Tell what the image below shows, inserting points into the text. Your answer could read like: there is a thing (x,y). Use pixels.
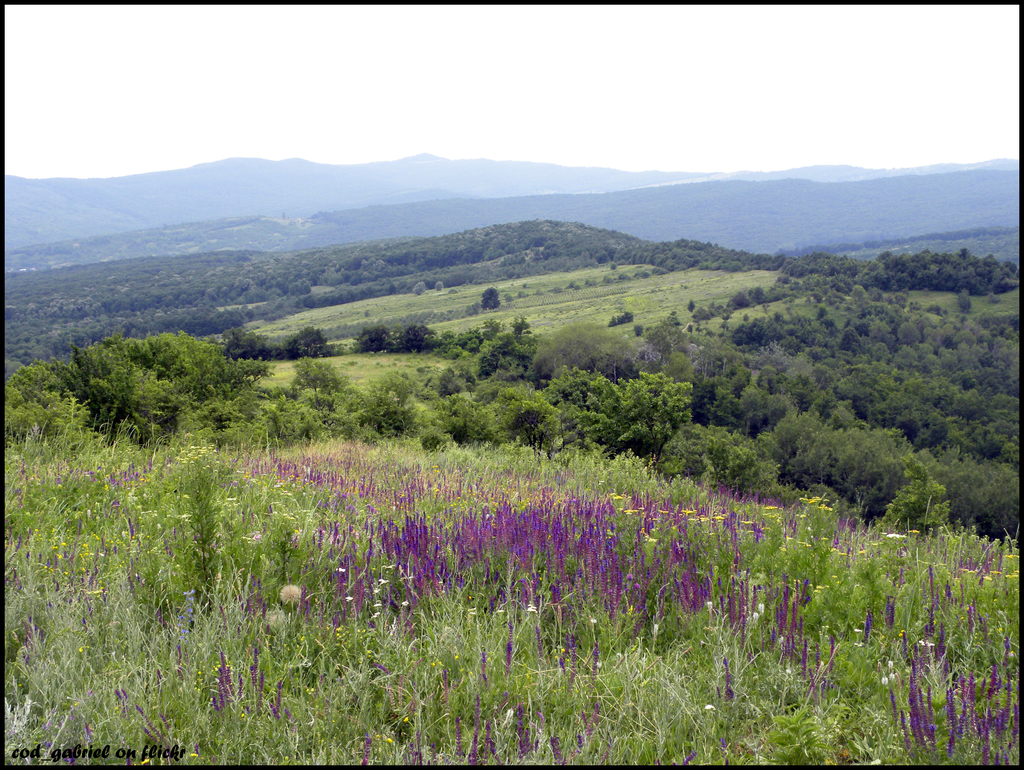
This is an outside view. At the bottom (556,566) there are many plants (330,546) along with the flowers (497,554). In the background (620,313) there are many trees (196,301) and hills (501,182). At the top of the image (554,63) I can see the sky (241,67).
